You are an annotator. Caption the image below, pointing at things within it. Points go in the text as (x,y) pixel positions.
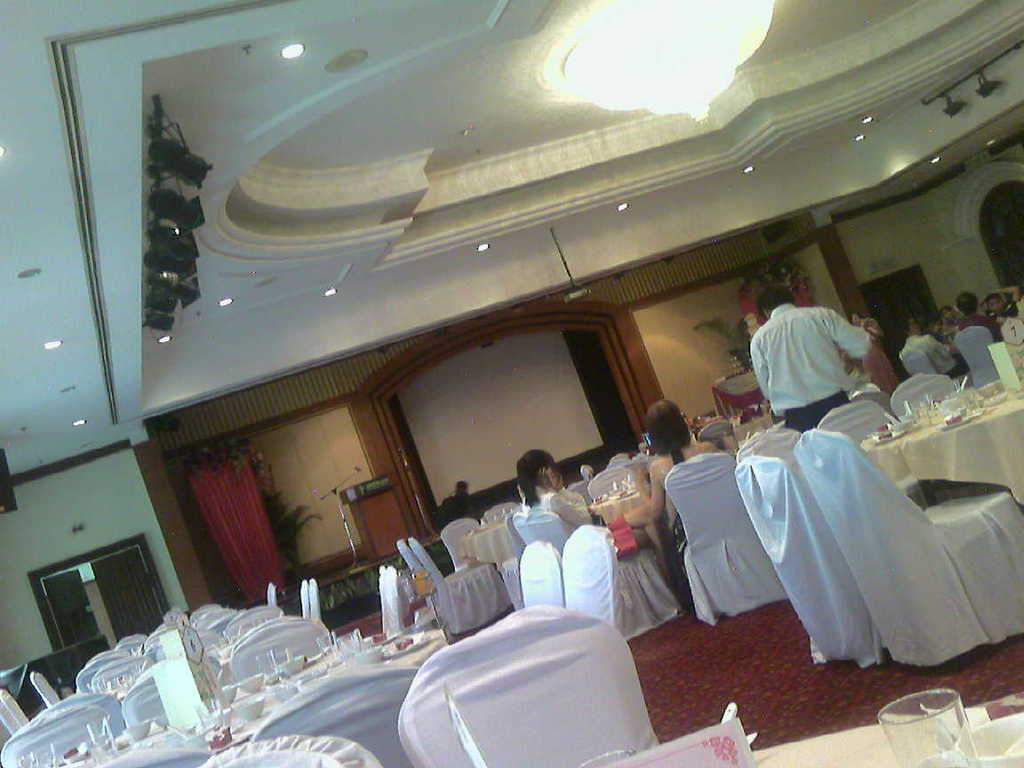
In this image I can see group of people (785,316) sitting on the chair (690,464), at left (323,696) I can see few other chairs (343,721) and tables (313,674). At the background (240,583) I can see maroon color curtain (228,510) and the wall (139,503) is in white color.
